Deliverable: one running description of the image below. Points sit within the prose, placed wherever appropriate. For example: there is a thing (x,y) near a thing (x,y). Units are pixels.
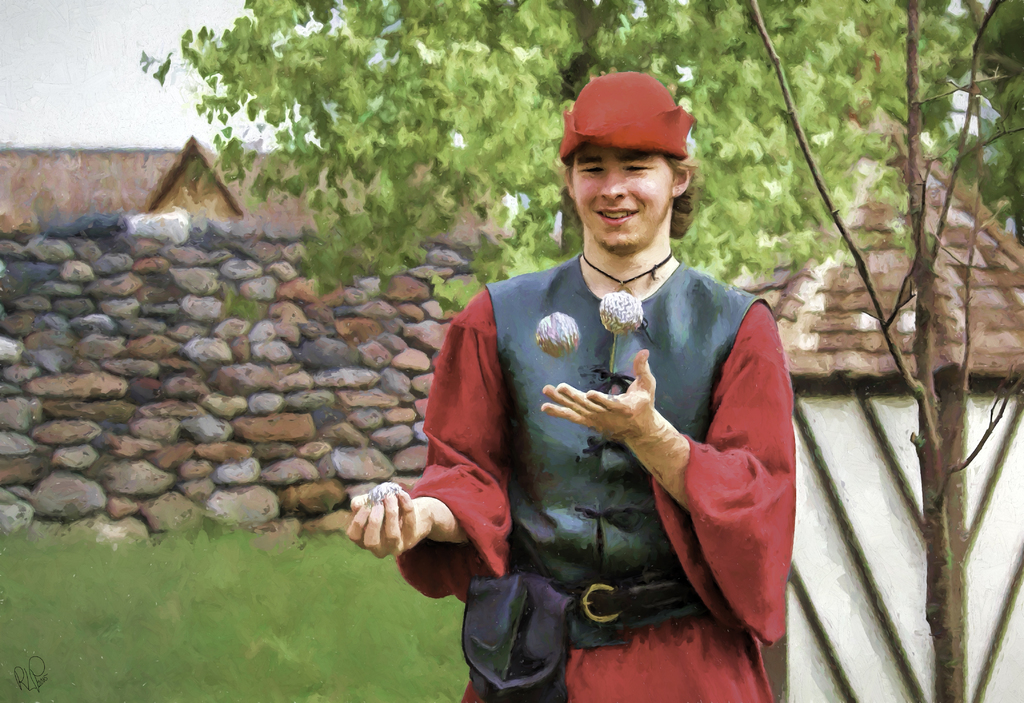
There is a person (597,125) in red color dress (772,441) playing with silver color balls (561,318), smiling and standing. In the background (834,11), there is a tree (814,235) which is near a house (823,322) which is having roof (955,271), there's grass (312,615) on the ground (221,636) near stone wall (99,294) and there is sky (197,25).
